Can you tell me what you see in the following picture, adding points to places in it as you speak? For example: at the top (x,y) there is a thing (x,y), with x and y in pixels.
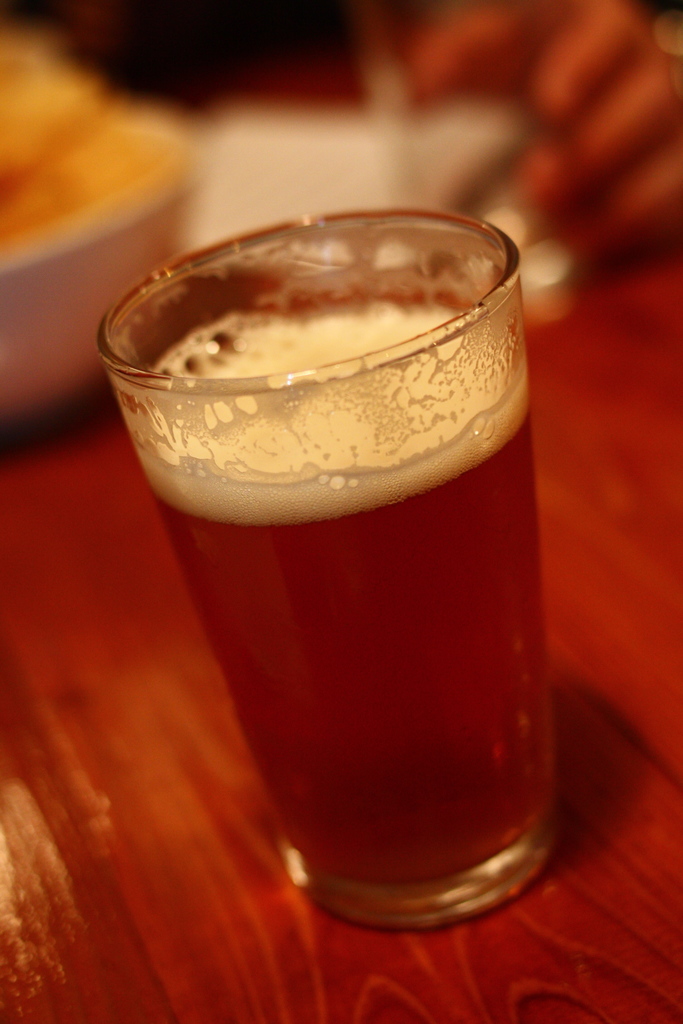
In the image we can see a glass (358,556) and a wooden surface (249,909), in the glass (437,666) there is a liquid (360,556) and the background (191,122) is blurred.
